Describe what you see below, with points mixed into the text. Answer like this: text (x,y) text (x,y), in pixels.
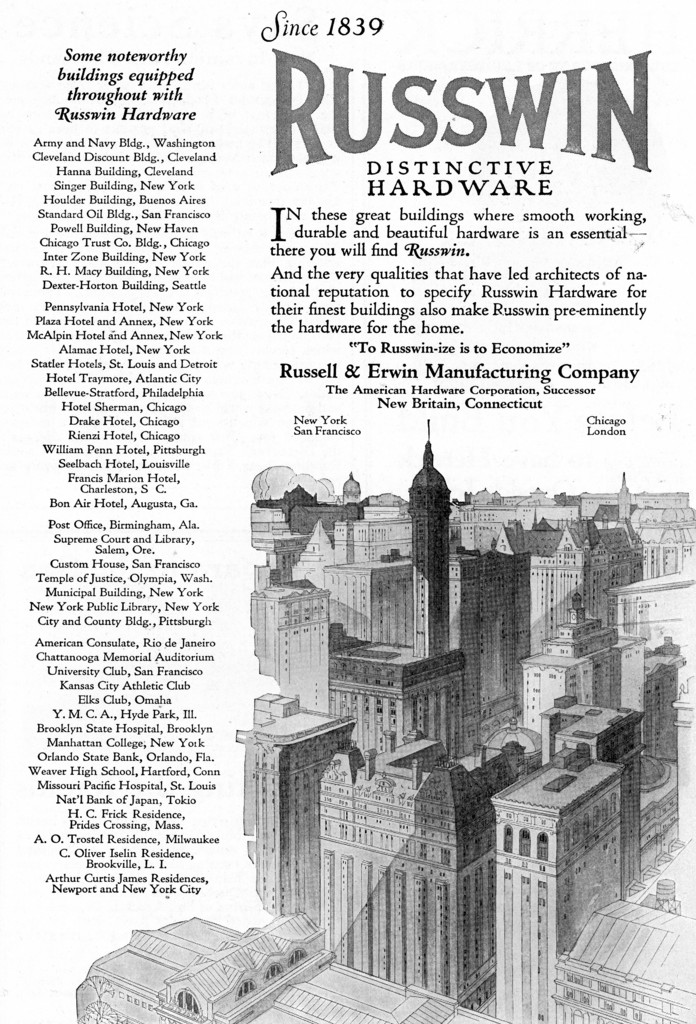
In the picture we can see a magazine (282,868) on it, we can see some information (53,892) and an image of buildings (530,868) and name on it as Russwin.
